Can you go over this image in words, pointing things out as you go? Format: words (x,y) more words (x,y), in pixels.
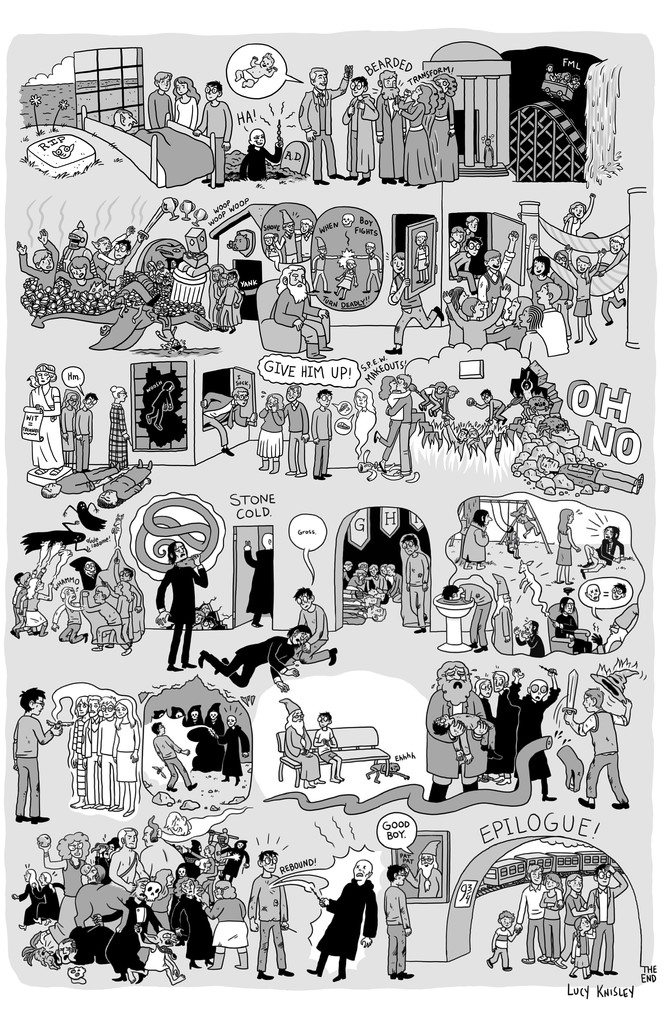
It is a comic image in which there are so many characters (294,630). It looks like there is a play going on in this image. There are different characters (441,778) and different objects (453,606) in this image.
